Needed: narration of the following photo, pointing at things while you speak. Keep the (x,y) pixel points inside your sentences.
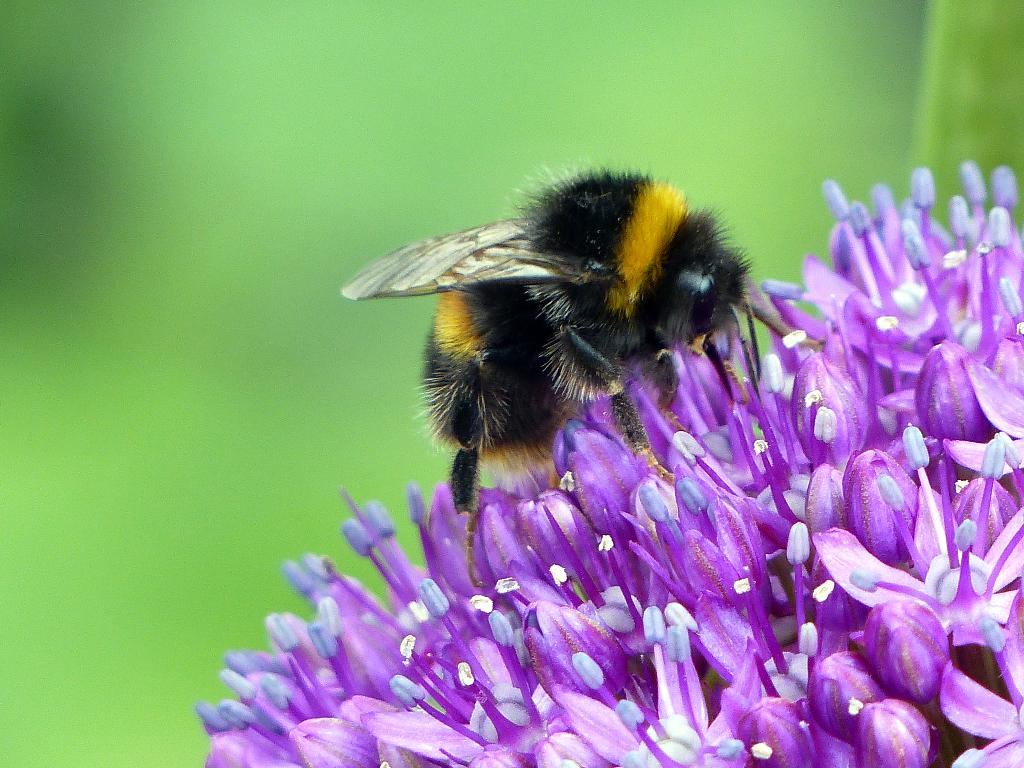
In this image there are flowers (777,546). There is a bumblebee (638,305) on the flowers (767,561). The background is blurry.
